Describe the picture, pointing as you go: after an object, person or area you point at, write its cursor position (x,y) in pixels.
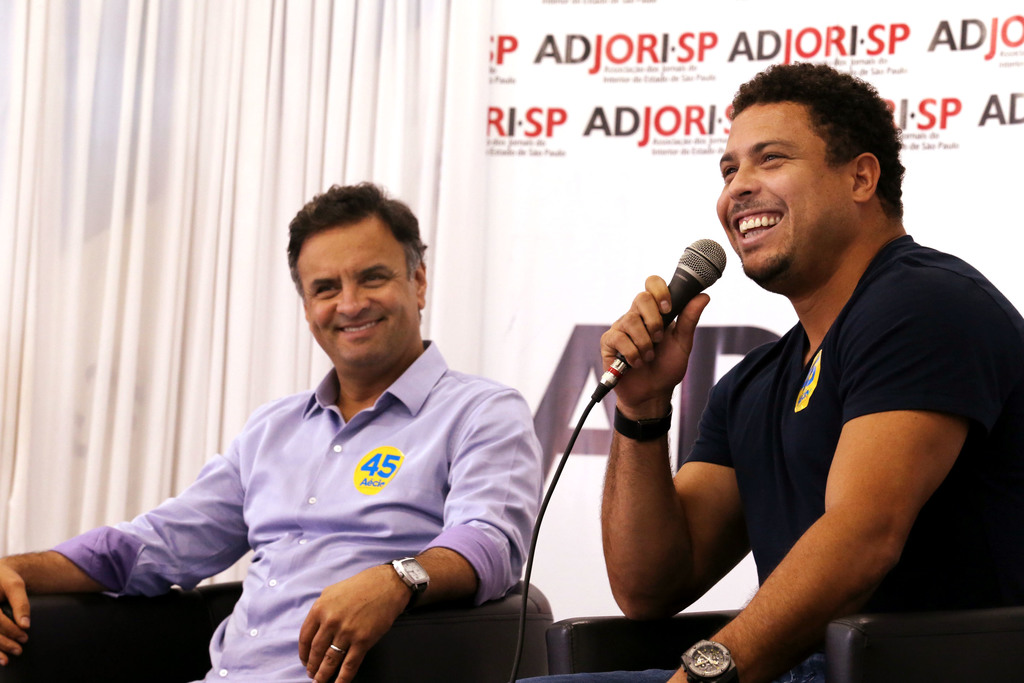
In the image we can see there are two men (479,473) who are sitting on chair (928,610) and a man (666,508) is holding mic (665,317) in his hand (653,402).
